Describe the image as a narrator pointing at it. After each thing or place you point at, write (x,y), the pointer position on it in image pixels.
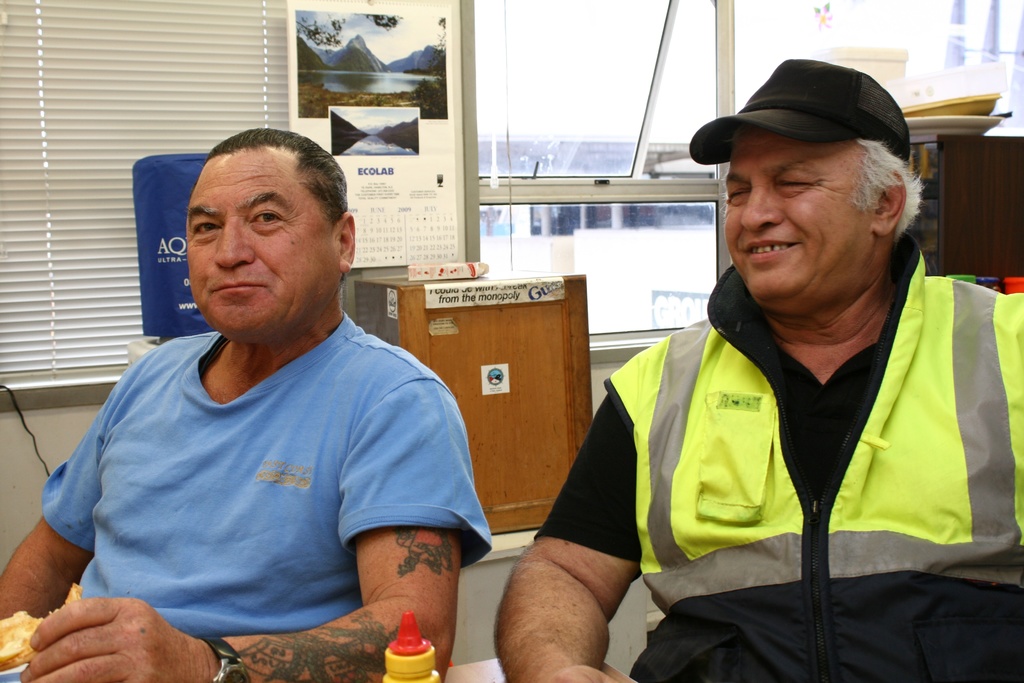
This picture might be taken inside the room (592,373). In this image, on the right side (834,463) and left side (145,434), we can see two men (576,585) are sitting on the chair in front of the table (478,682). On that table (464,670), we can see a bottle (434,648). In the background (504,396), we can see some tables (520,395), water can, electric wires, plates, glass window (635,207), calendar (405,62) and curtain (63,290).
